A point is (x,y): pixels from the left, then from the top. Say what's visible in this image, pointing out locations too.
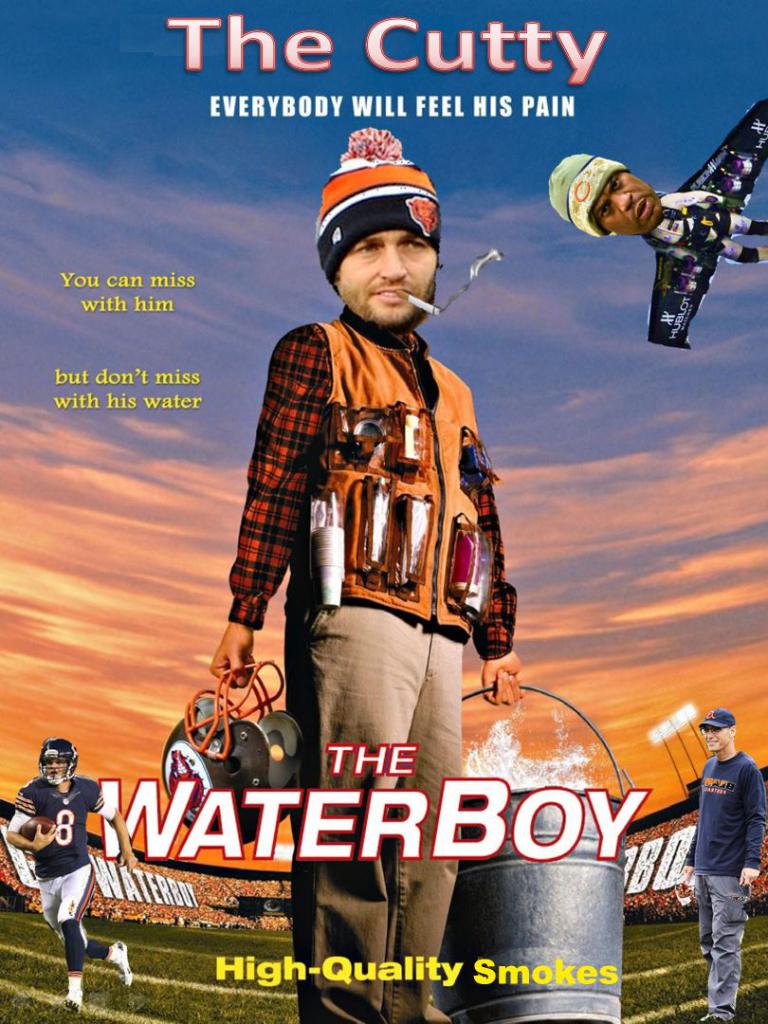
In this image we can see an advertisement (355,511).
